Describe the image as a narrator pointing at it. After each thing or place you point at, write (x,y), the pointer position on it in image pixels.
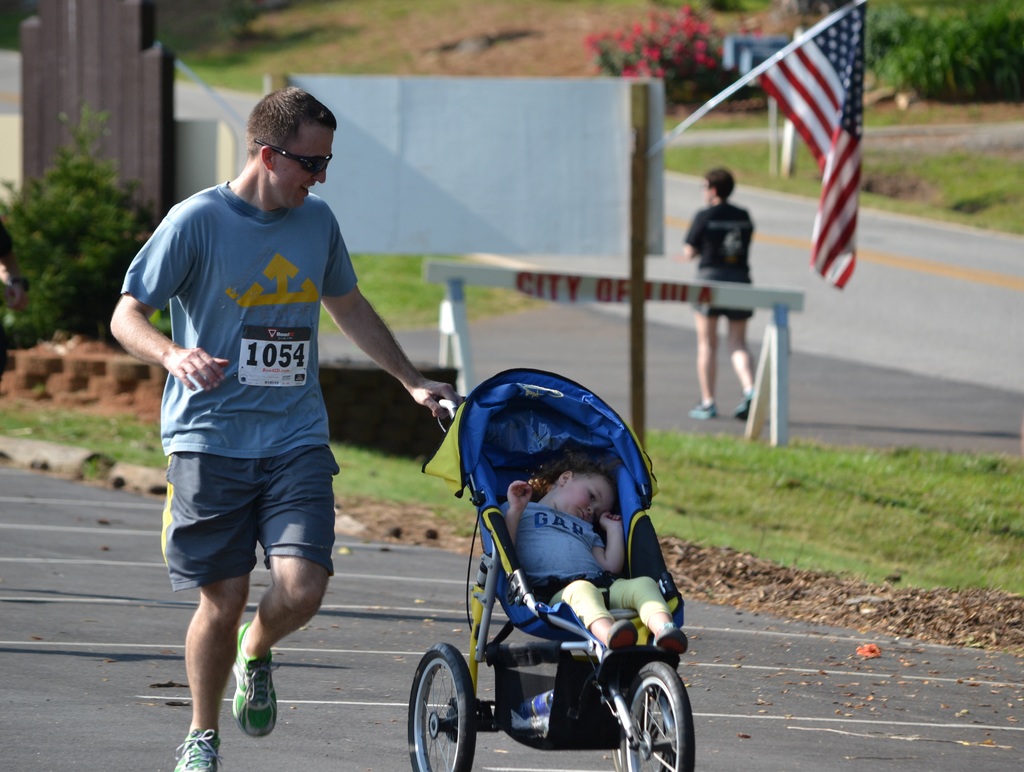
This picture is clicked outside. On the left (303,274) we can see a person (280,237) wearing t-shirt (263,266), holding the stroller (460,407) and seems to be running on the ground (376,710) and we can see the kid (589,534) in the stroller (549,617). In the background (775,474) we can see the green grass (706,461), flag (844,75), boards (585,278), plants (104,250), flowers (659,61) and some other objects (165,93) and we can see a person (720,226) seems to be walking on the ground (672,355).
